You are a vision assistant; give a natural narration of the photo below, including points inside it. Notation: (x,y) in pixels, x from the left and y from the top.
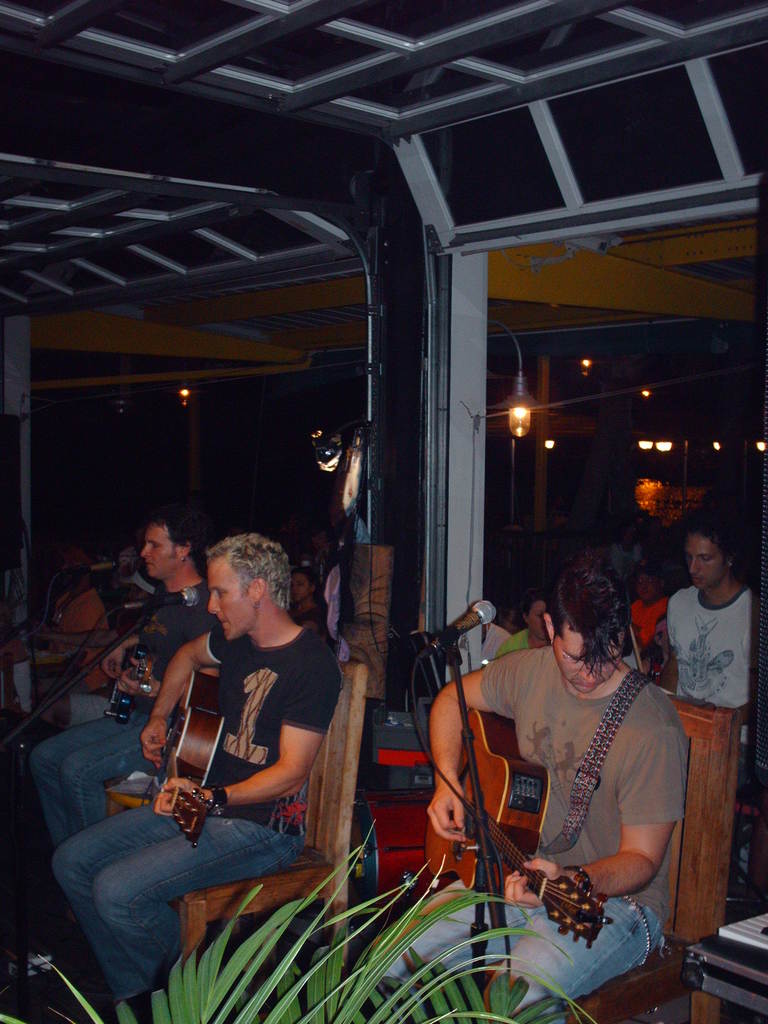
In this image I can see a group of people (312,746) are sitting on a chair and playing a guitar (178,742) in front of a microphone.
